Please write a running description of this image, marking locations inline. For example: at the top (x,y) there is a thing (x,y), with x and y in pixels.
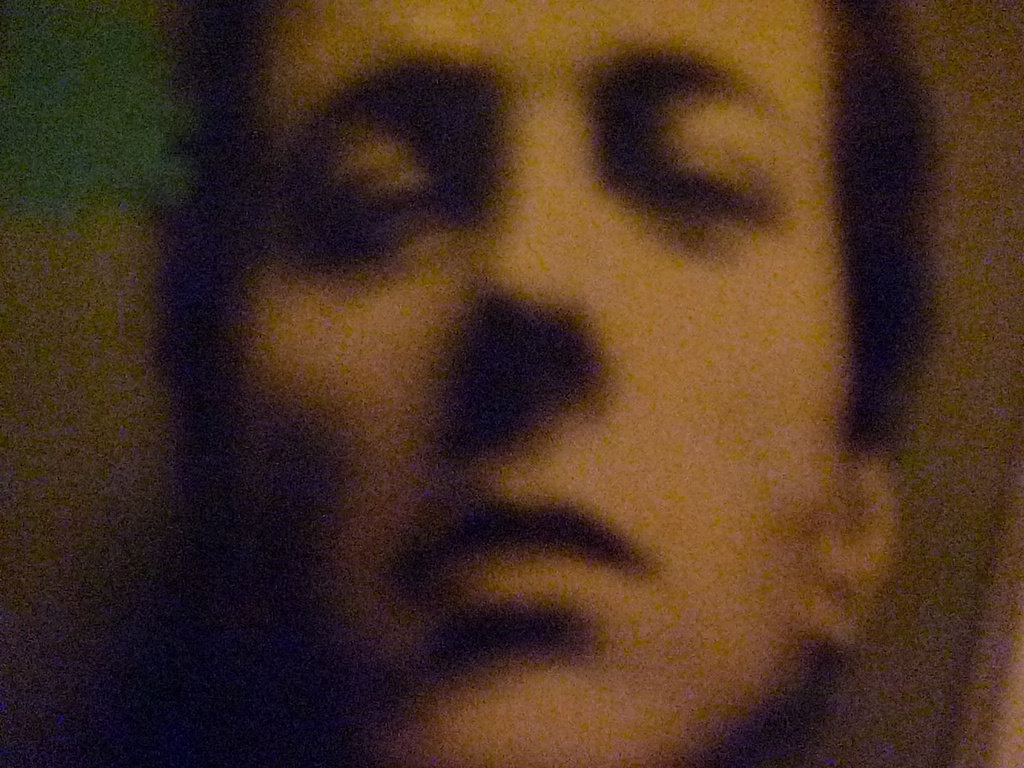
In this image I can see the person's face (685,516) and I can see the blurred background.
